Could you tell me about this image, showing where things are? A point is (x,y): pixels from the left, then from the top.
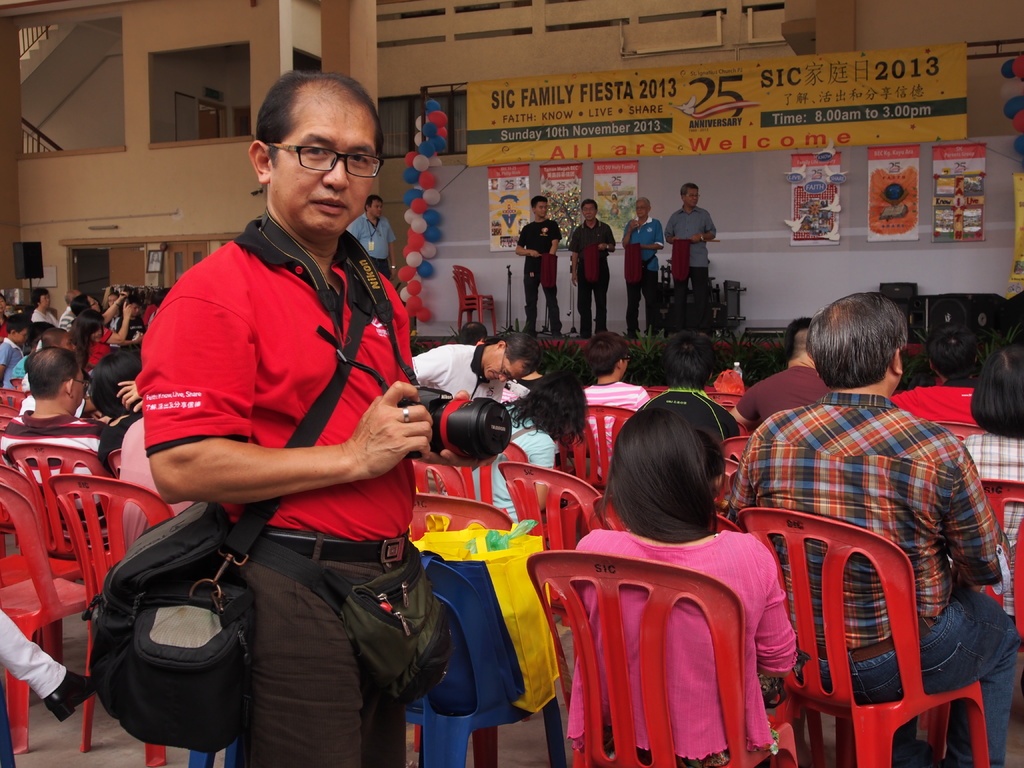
In this picture we can see people (784,479) sitting on the chairs (542,566) and there are few persons (70,307) standing on the floor (410,737). There is a person (391,716) holding a camera (508,443) with his hands (466,462) and he wore bags (160,542). In the background (326,17) we can see a building (331,35), banners (490,141), balloons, and speakers (957,309).
